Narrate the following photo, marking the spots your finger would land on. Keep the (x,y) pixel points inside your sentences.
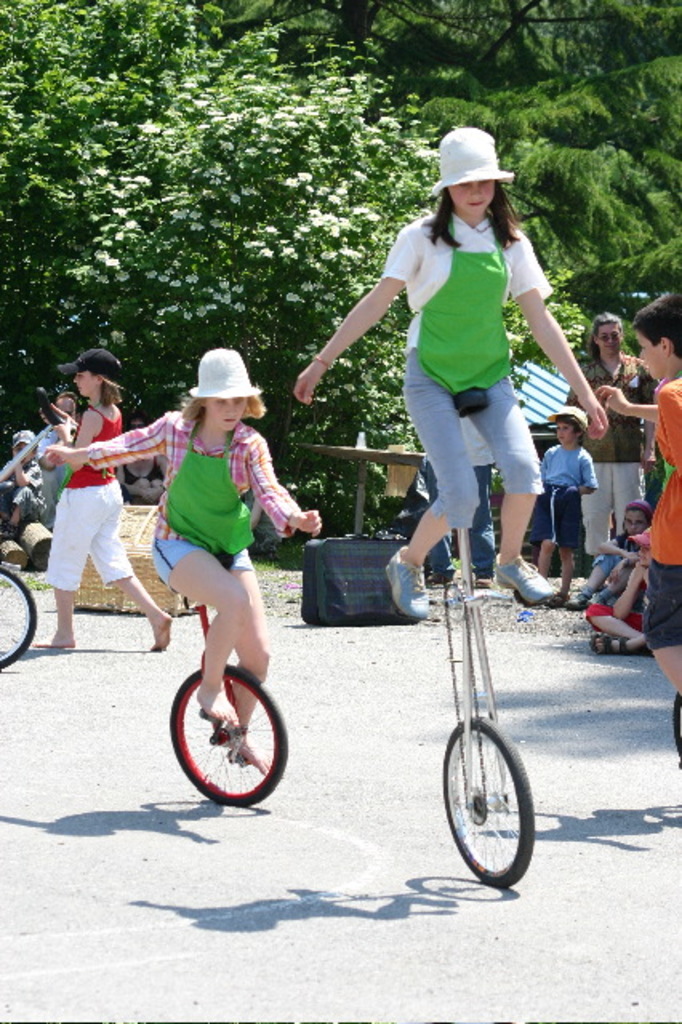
There are two women (217,622) riding a unicycle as we can see in the middle of this image (452,600). There is one girl (64,525) holding a unicycle (12,584) on the left side of this image (65,496) and there is a group of persons (572,566) on the right side of this image (636,485). We can see some trees (216,204) in the background (285,178).
